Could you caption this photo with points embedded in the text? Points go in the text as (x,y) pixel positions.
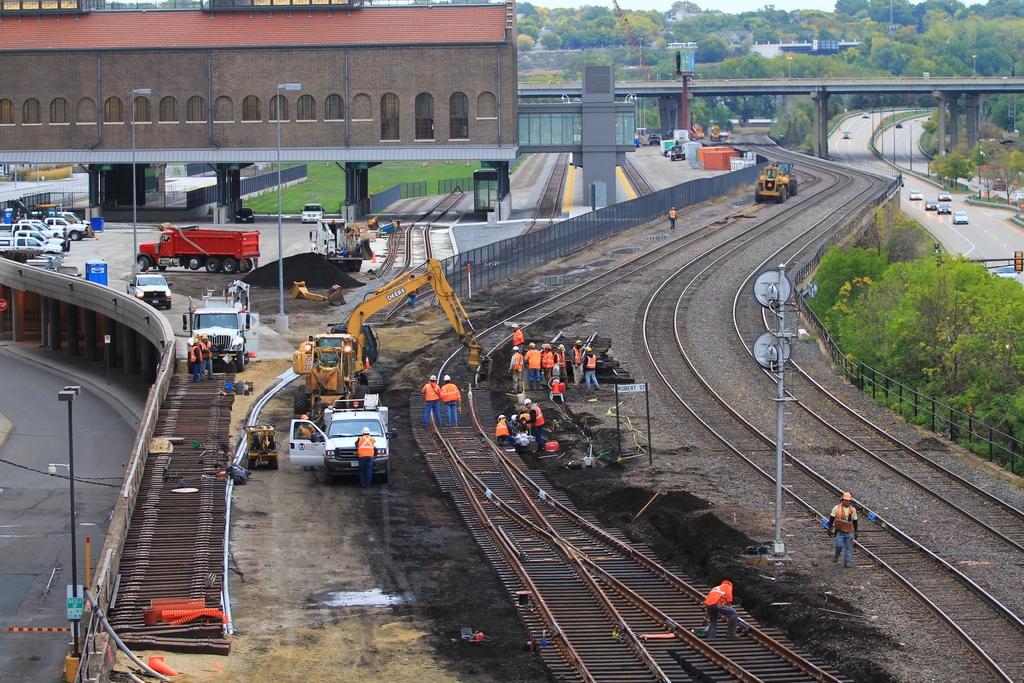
On the right side of the image (901,557) we can see person (850,537), railway tracks (793,211), trees (935,271), cars (921,194) on the road (972,252). On the left side of the image (329,384) we can see crane (368,333), cars (330,452), railway tracks (501,458), persons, building (430,102), truck (187,249). In The background (906,99) we can see trees (930,55), buildings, bridge (708,83) and sky (727,9).
